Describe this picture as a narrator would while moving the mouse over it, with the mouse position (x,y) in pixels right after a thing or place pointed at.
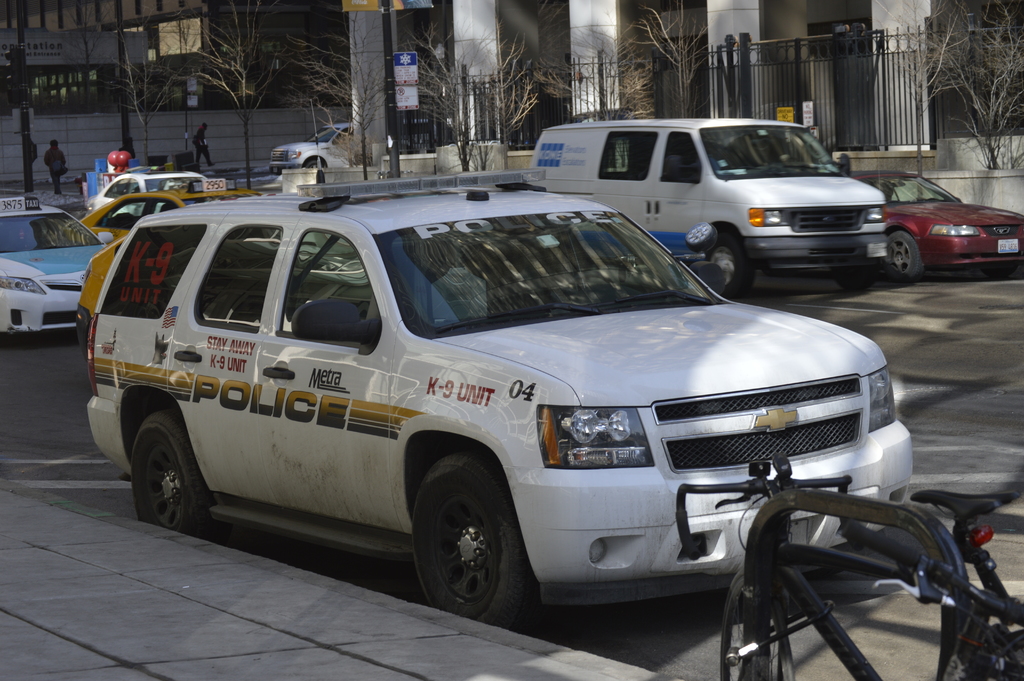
This image is taken outdoors. At the bottom of the image (157,589) there is a sidewalk (118,596) and a road (59,399). In the middle of the image (675,274) a few cars (241,240) are parked on the road (965,364). At the top of the image (518,117) there is a building (298,71), a few trees (626,98), a railing (895,126), pillars (487,63) and boards (415,64) with text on them. Two men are walking on the road (925,612) and there is a signal light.
